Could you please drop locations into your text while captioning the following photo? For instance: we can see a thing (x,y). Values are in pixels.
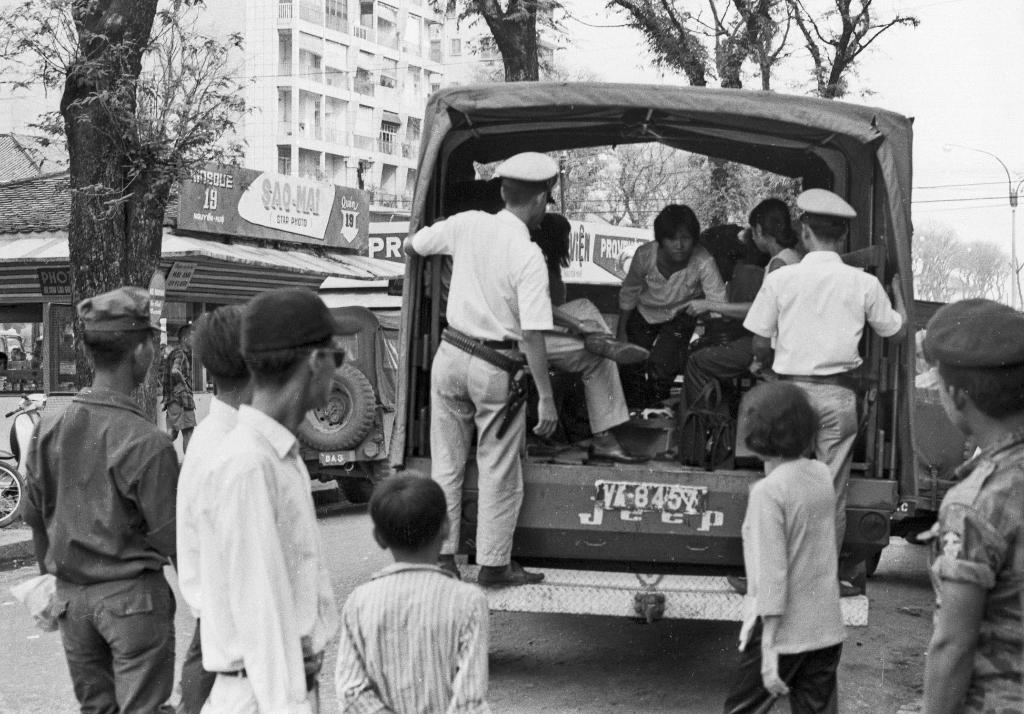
In this image I can see a vehicle (731,486), in that few people (720,327) are sitting. On the right (1014,601) and left corner of the image (212,617) there are few people (308,650) standing and looking at the vehicle (470,103). In the background (359,70) I can see a building (301,31) and there are some trees (143,177).
